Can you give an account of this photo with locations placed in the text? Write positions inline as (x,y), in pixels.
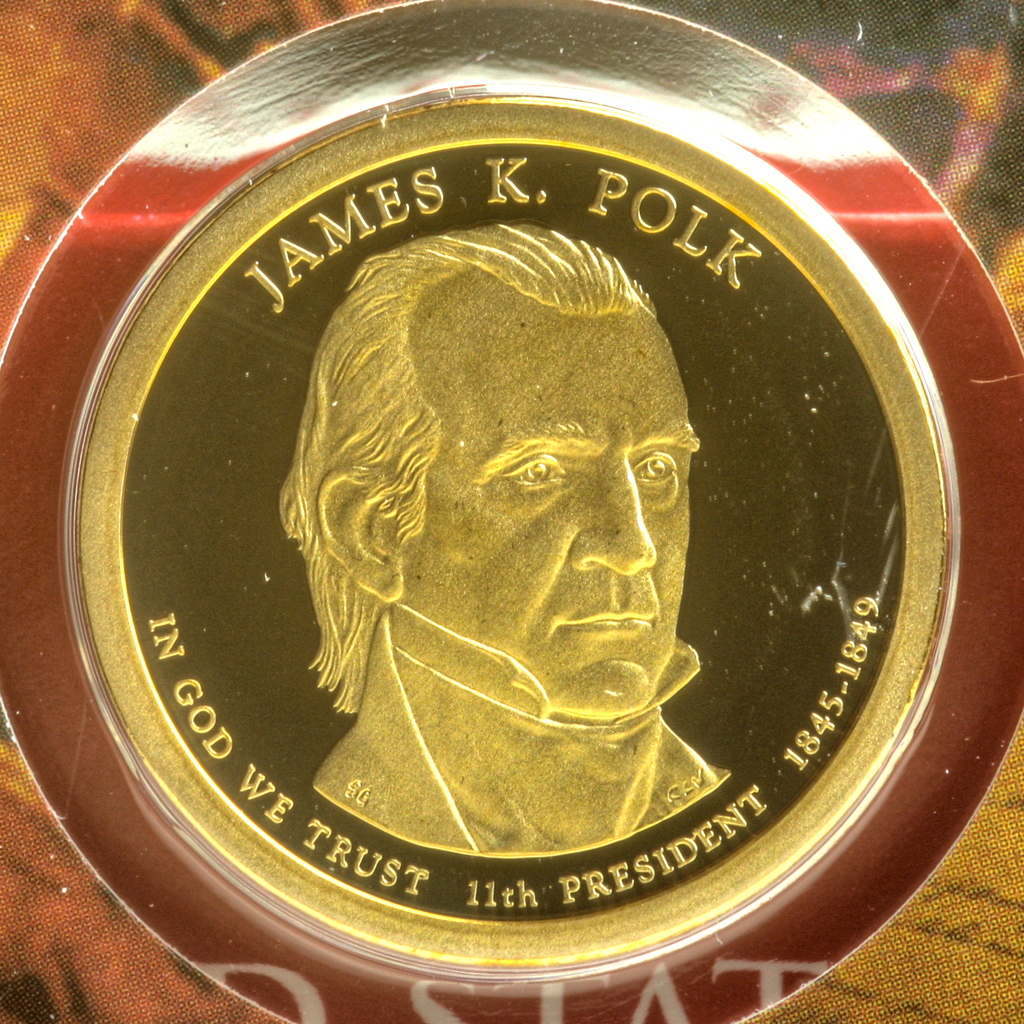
In this image I can see a coin (252,212) which is in black and gold color, on the coin (696,698) I can see a person face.
